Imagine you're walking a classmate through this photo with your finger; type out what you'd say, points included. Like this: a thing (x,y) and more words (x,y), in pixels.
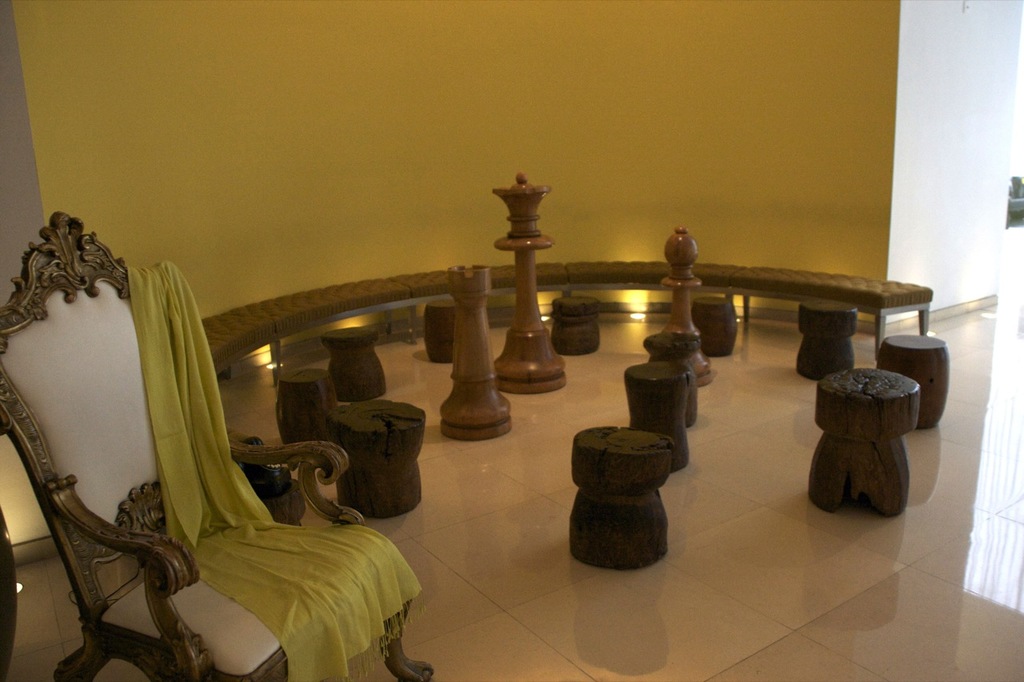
This picture is clicked inside the room (268,306). In the left bottom of the picture (163,539), we see a chair (80,452) on which yellow color cloth (190,459) is placed. Beside that, we see stools (843,386) and chess pieces. Behind that, we see a bench (792,277). In the background (683,87), we see a wall (816,121) in white and yellow color.
